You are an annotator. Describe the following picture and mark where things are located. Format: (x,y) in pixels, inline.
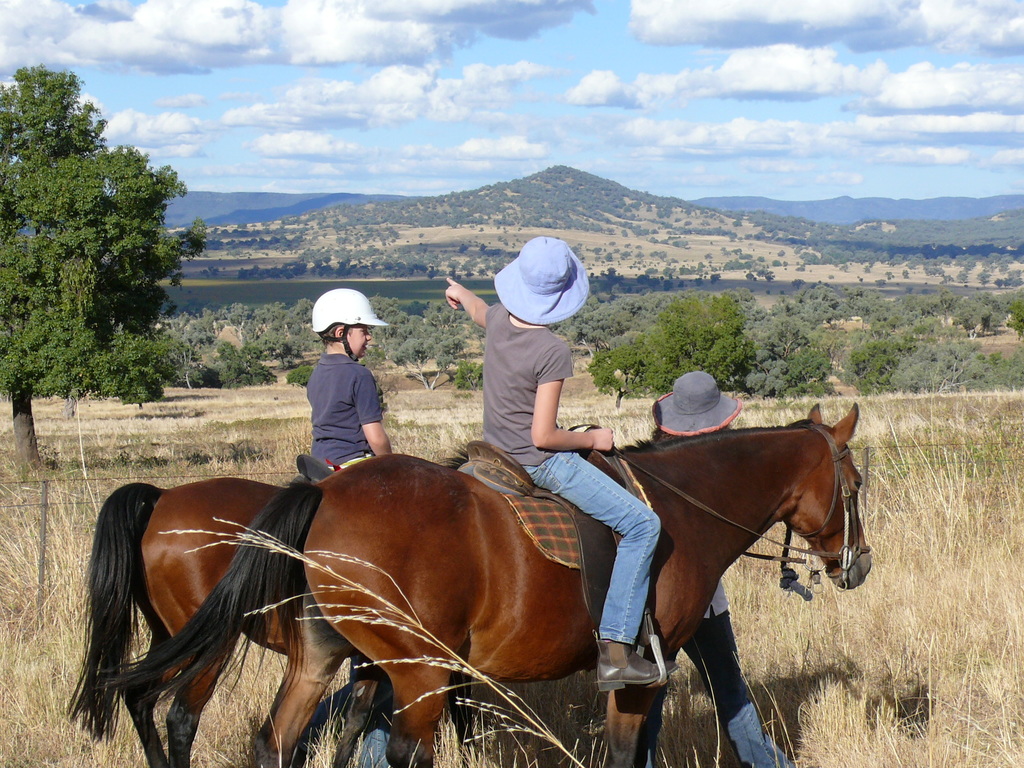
In this picture we can see people (645,565), two people (627,543) are sitting on horses (685,593) and in the background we can see trees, sky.
